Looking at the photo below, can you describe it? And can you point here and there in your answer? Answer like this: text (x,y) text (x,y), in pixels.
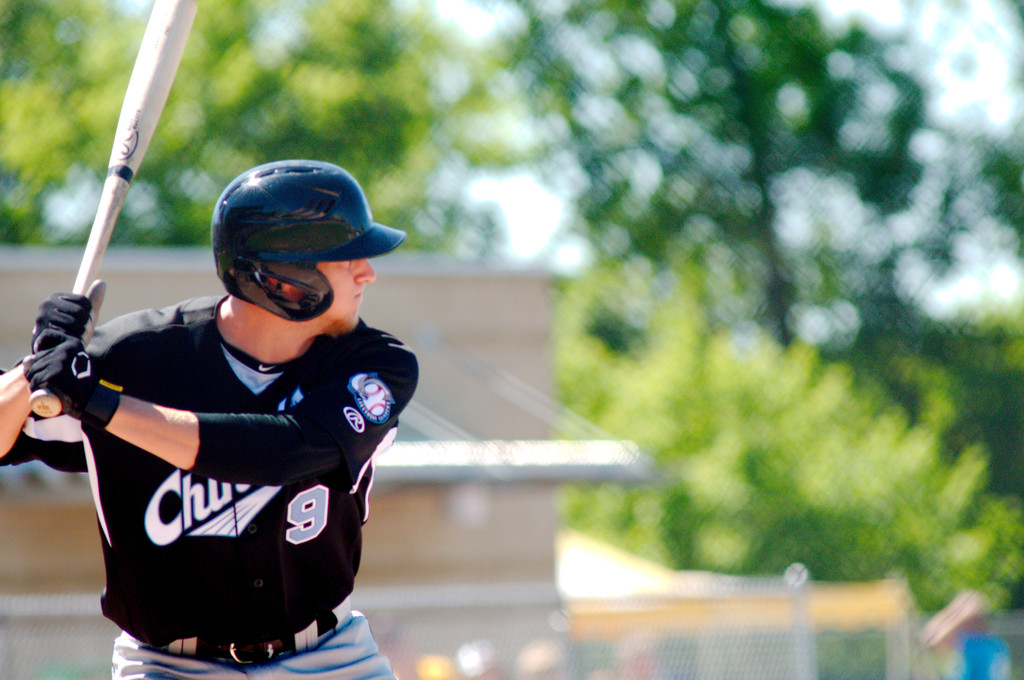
In this image in the front (219,456) there is a man (204,486) holding a baseball bat (82,302) in his hand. In the background (625,339) there are trees (566,391) and there is a house (475,515).
